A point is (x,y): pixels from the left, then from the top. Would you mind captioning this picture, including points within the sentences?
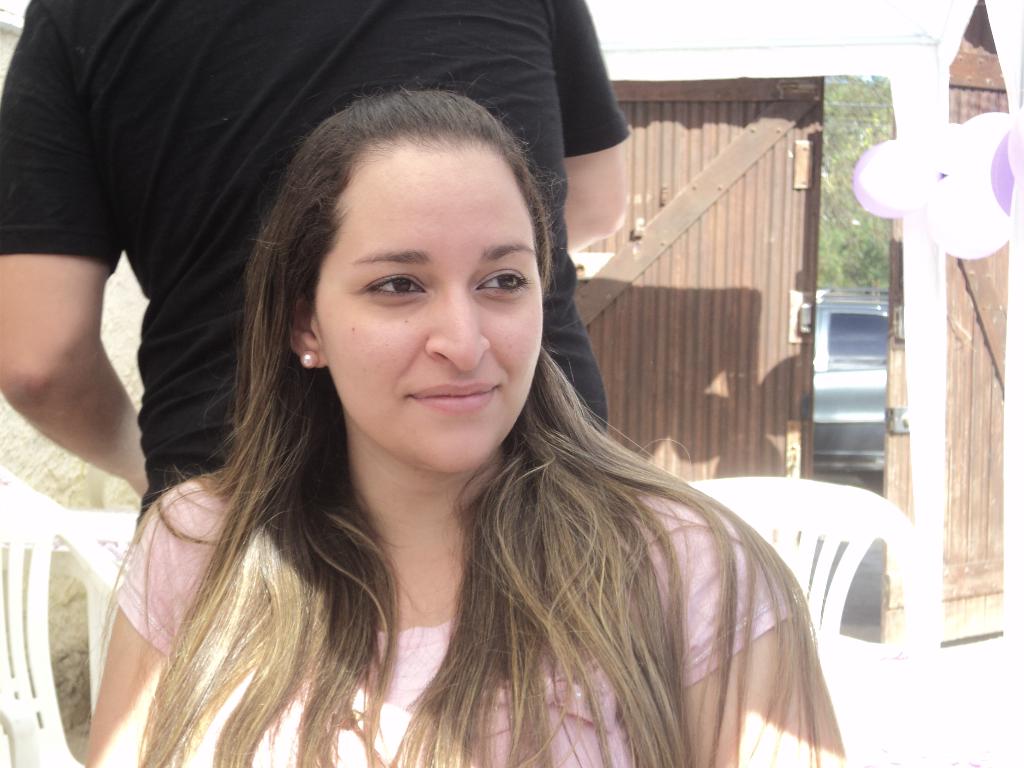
In this image I can see a women (281,469) in the front (622,476) and I can see she is wearing pink colour top (402,634). In the background (21,614) I can see few white colour chairs (1,614), one person (188,329) and I can see this person (196,372) is wearing a black colour t-shirt (245,87). On the right side of the image (687,344) I can see two brown doors (698,362), few purple balloons (1023,174), a car (854,306) and a tree (853,83).
